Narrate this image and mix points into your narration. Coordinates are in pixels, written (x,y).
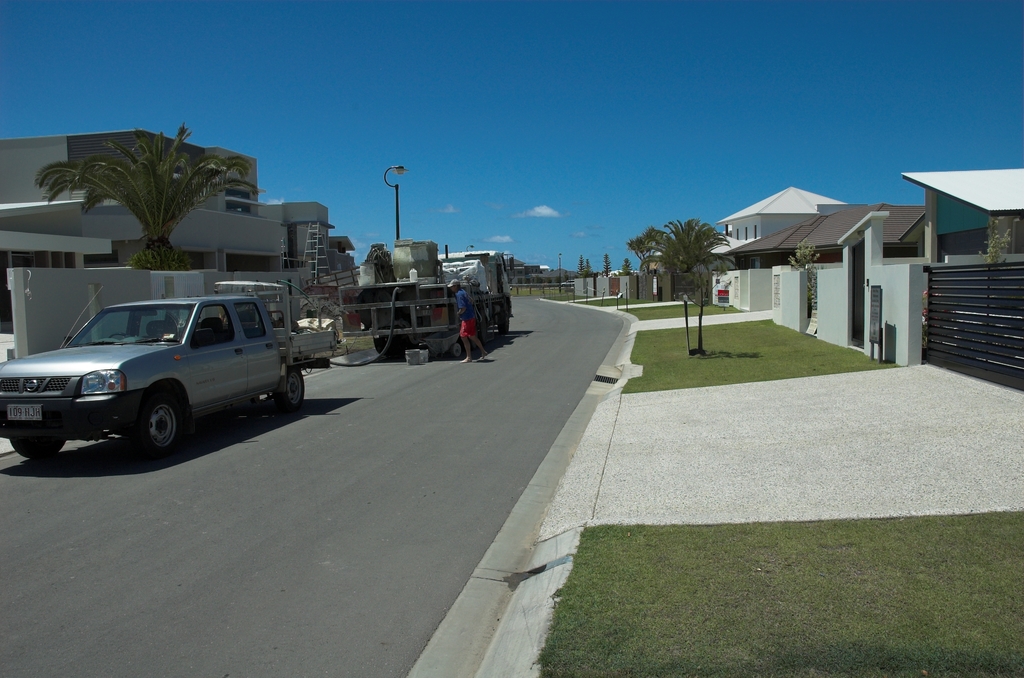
In this picture there are vehicles (412,337) on the road (518,325) and there is a person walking on the road (468,545). There are buildings (899,259) and trees (688,289) and poles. At the top (436,126) there is sky (630,133) and there are clouds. At the bottom (385,499) there is a road (356,552) and there is grass (901,591).
